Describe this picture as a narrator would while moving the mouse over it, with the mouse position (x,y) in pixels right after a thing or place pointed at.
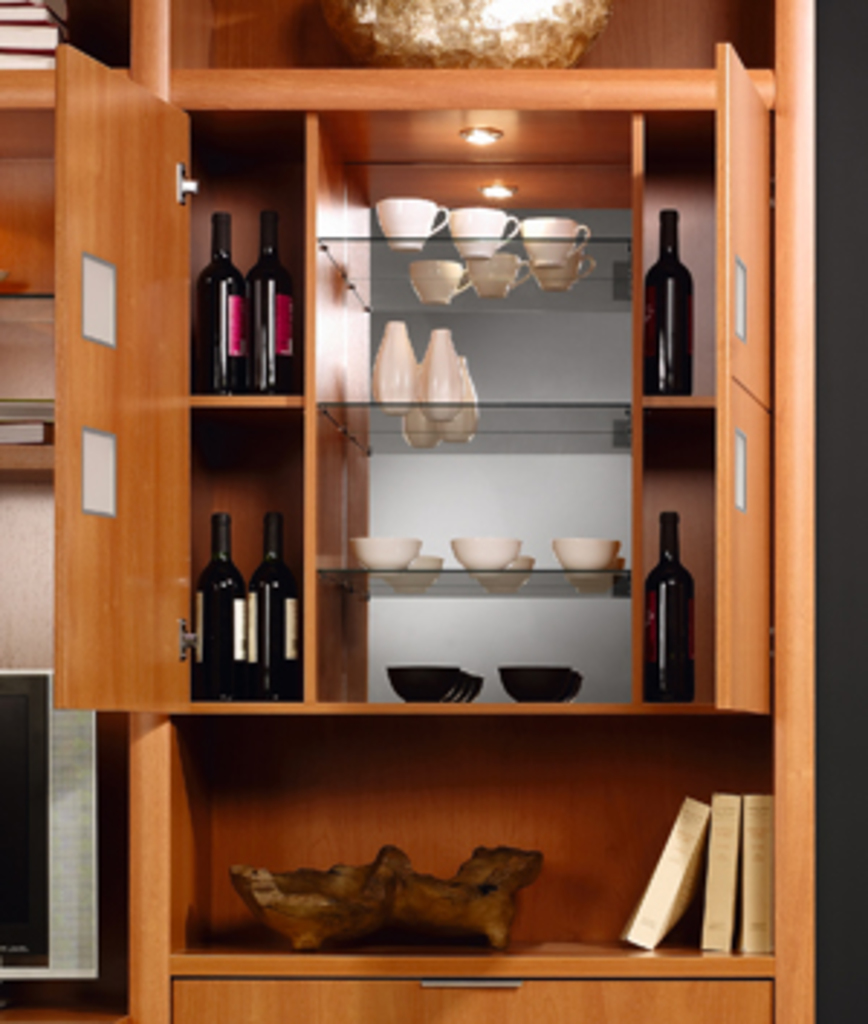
In this image I can see cupboard (208,96) and on these shelves (571,289) I can see white colour cups (469,223), black colour bottles (274,225), white colour bowls (461,563) and few black colour bowls (514,680). Here I can see few white colour things (720,858).
